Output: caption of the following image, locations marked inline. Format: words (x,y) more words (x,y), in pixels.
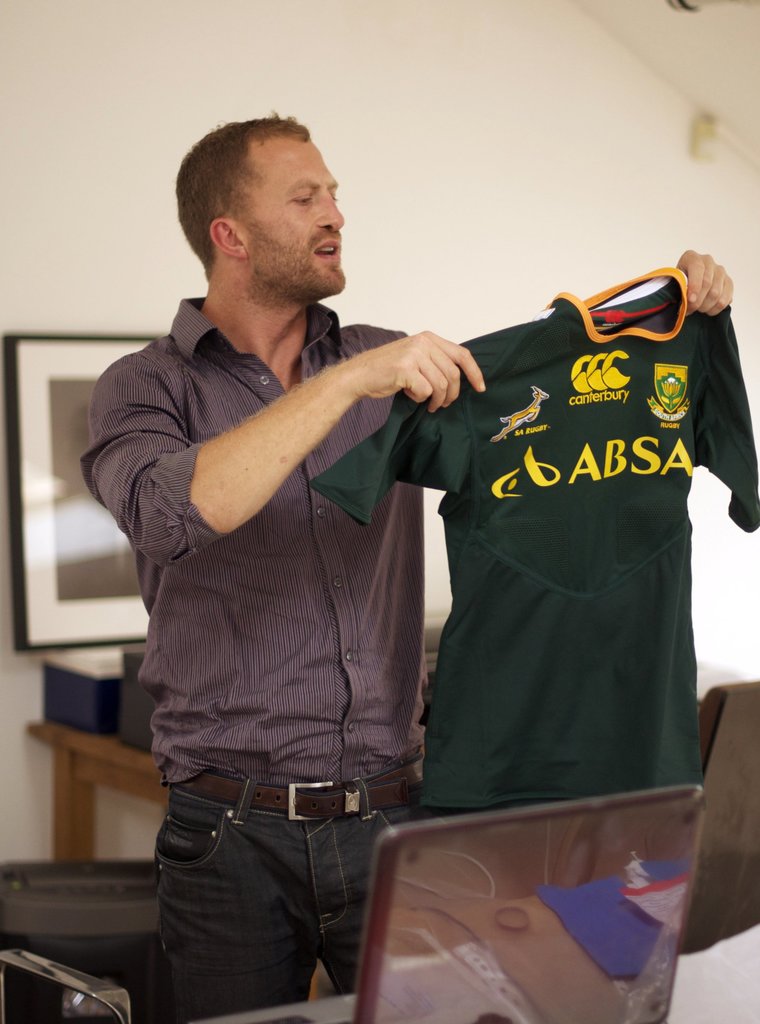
The picture consists of one person (344,719) wearing a shirt (317,717) and standing and holding a t-shirt (529,499) in green colour and in front of him there is one laptop (497,925) and behind him there is one table (99,761) and one wall (5,477) and a photo (33,396) on it.
